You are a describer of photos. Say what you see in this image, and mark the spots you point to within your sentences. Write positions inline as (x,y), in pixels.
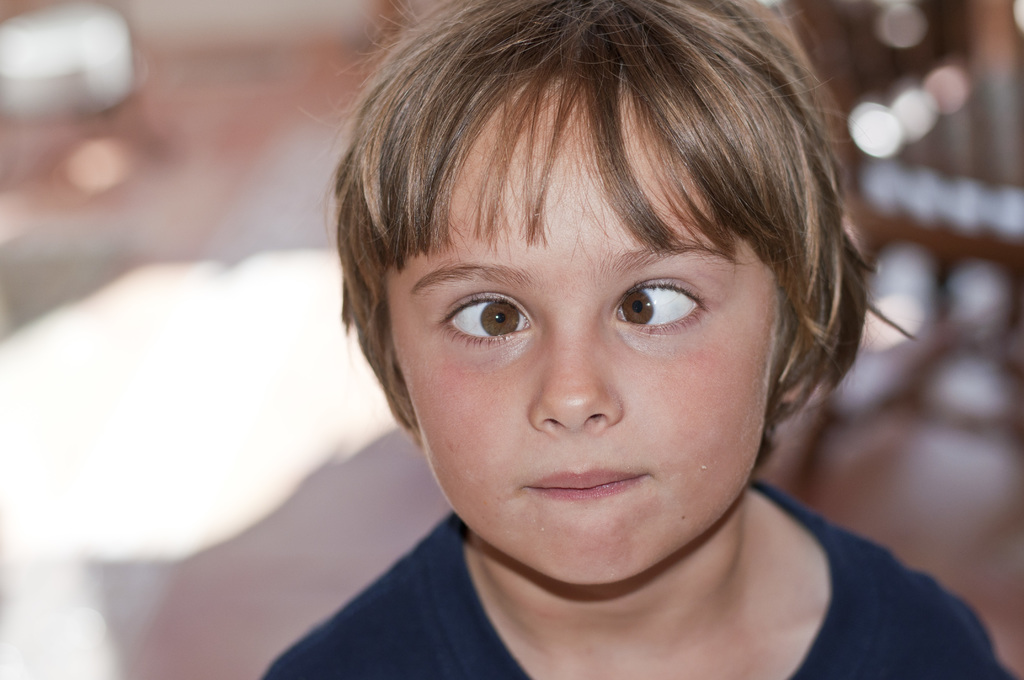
In this image I can see a person (703,325) wearing navy blue colored t shirt (905,644). I can see the blurry background (21,616).
